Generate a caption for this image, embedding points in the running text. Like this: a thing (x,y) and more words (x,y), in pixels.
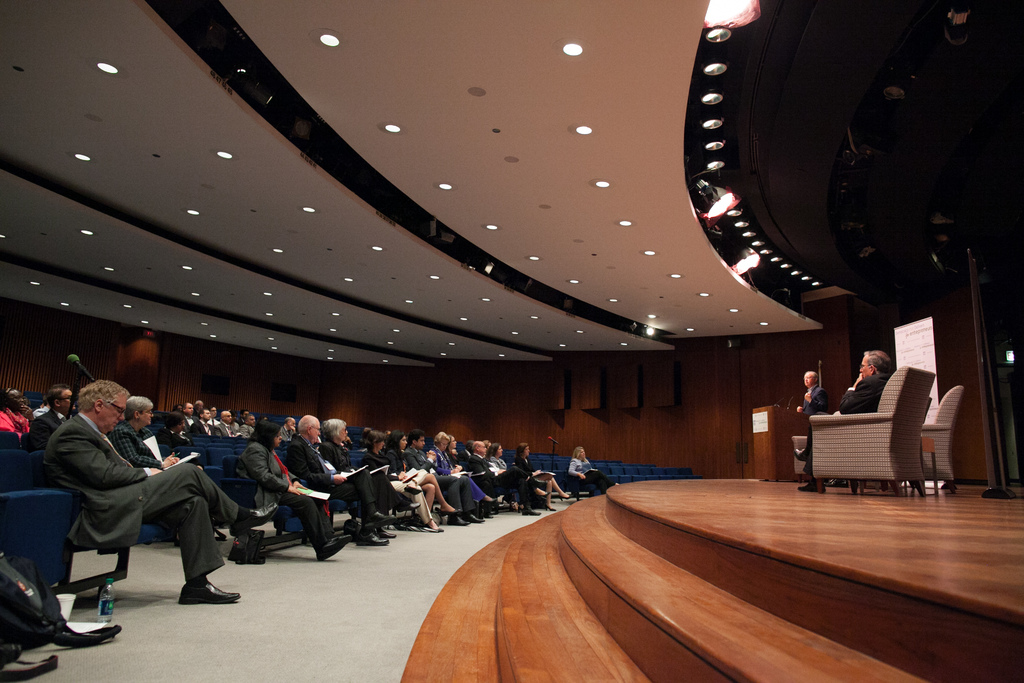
In the picture I can see few persons (273,461) sitting in chairs (211,458) and holding few papers (185,459) in their hands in the left corner (232,433) and there are two persons (858,406) in the right corner (868,393) where one among them is sitting in sofa (881,400) and the another one is standing in front of them and there are few lights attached to the roof (418,224) above them.
